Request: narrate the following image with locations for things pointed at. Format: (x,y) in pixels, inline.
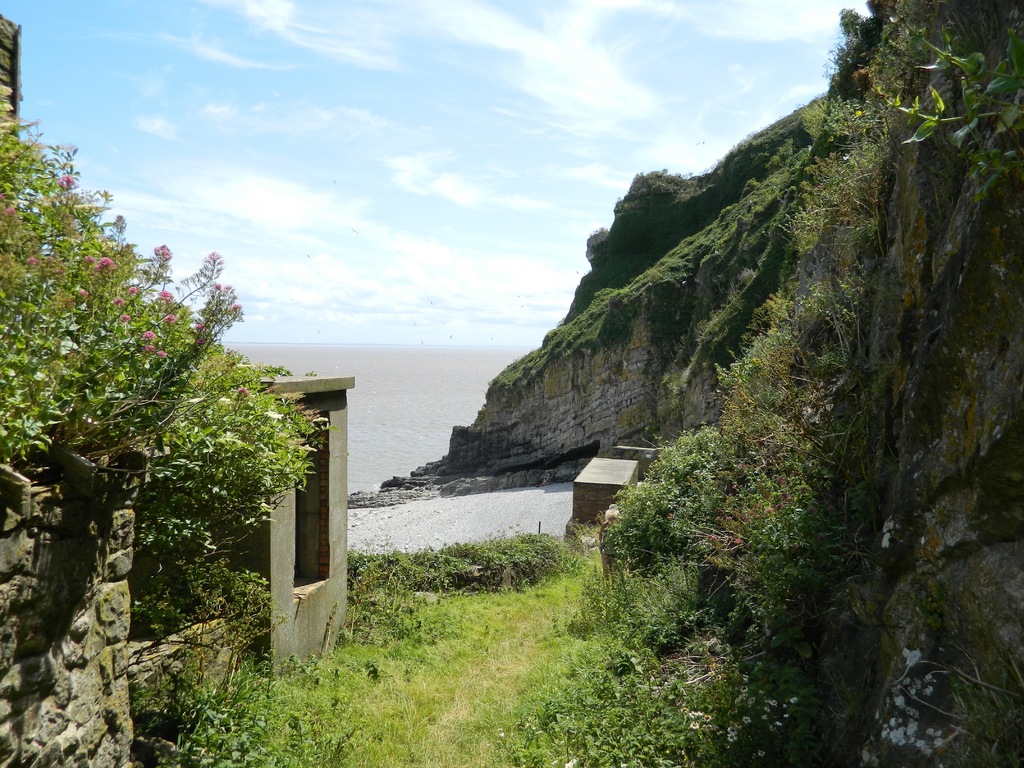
In this image there is grass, plants (757,452), hill (1014,540), water (432,365), and in the background (376,213) there is sky (326,192).
